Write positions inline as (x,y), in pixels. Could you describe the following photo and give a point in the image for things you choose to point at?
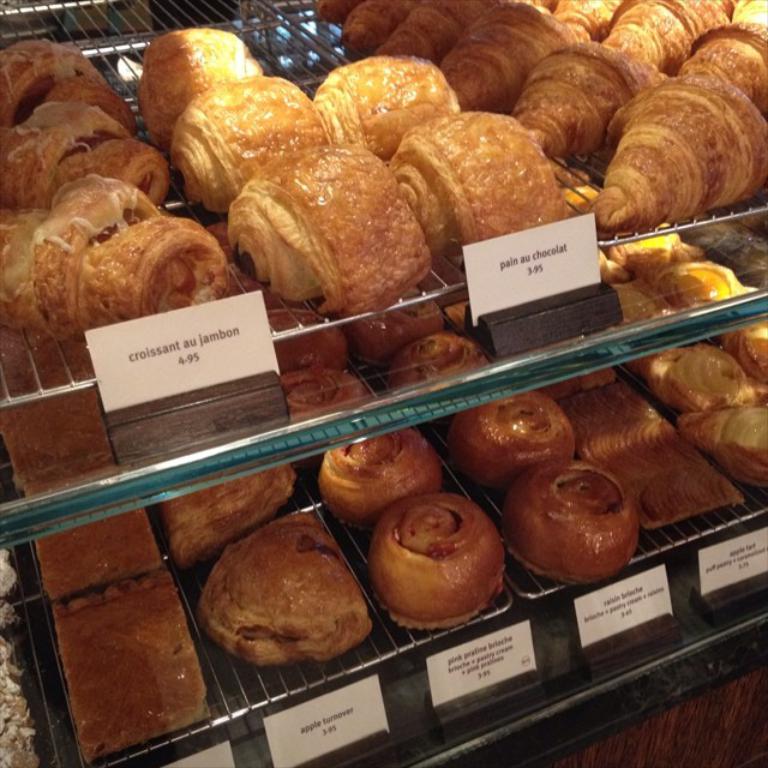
In this image I can see number of brown colour food items (6,222) and paper boards (200,763) on the shelves (250,750). I can also see something is written on these boards (289,740).
